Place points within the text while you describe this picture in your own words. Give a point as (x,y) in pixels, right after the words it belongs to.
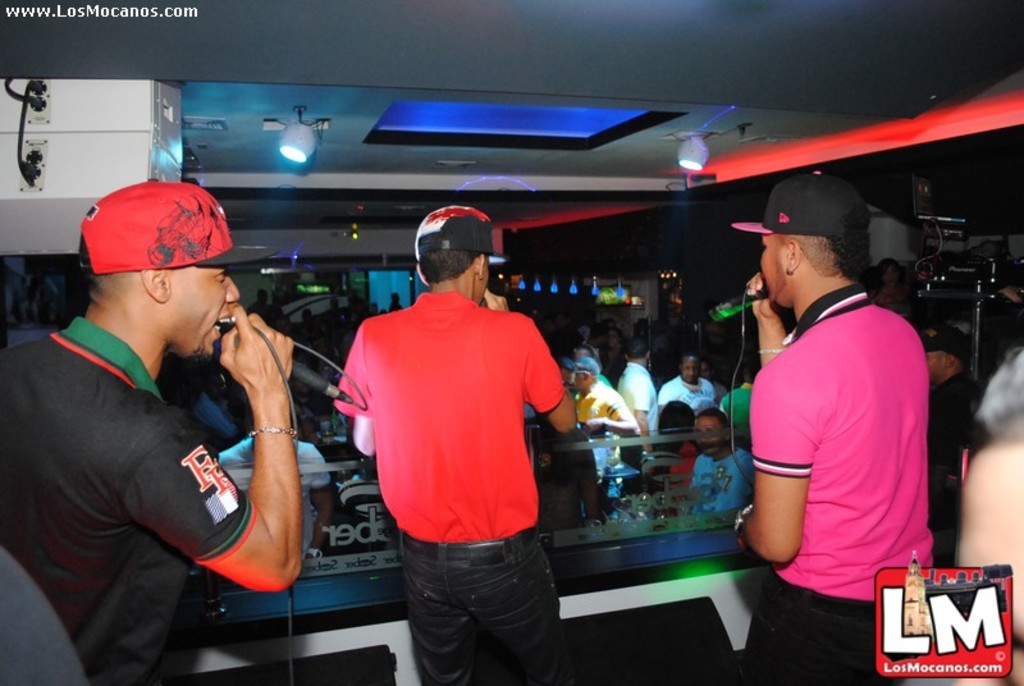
In this image we can see people (156,564) standing and holding mics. There is crowd (607,383). At the top (299,151) there are lights (299,151). In the background (384,270) there is a door (376,294) and we can see walls (585,265).
